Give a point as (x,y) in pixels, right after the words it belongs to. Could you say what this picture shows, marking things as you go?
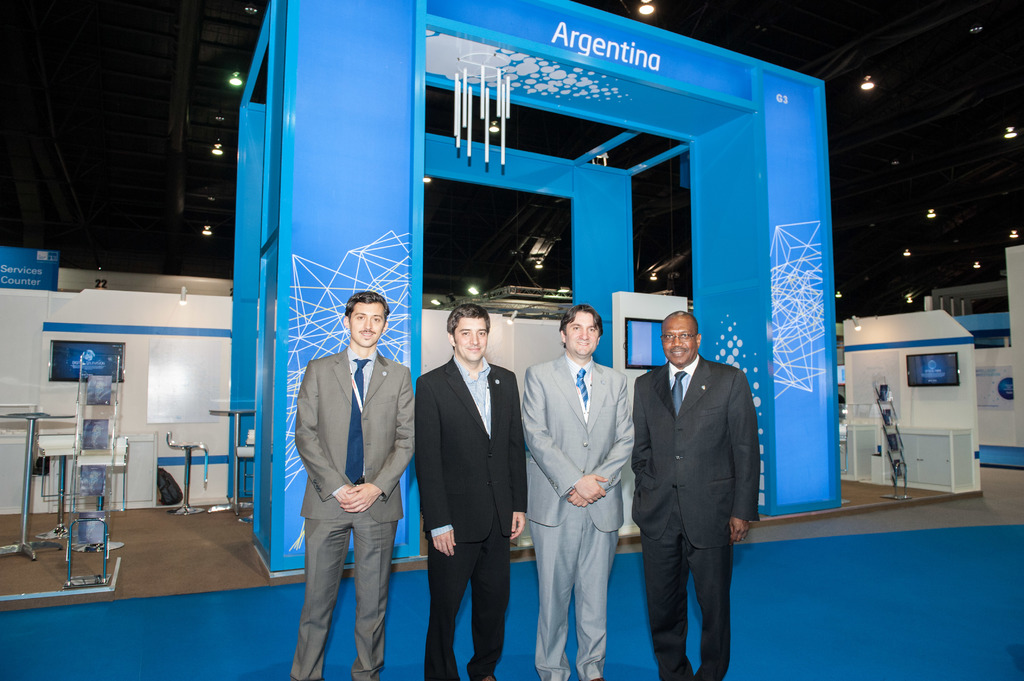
In the middle (495,441) I can see four persons (491,627) are standing on the floor (253,600) in suits (441,612). In the background (285,474) I can see pillars (725,253), metal rods (474,120), hangings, text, machines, tables (241,506), systems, chairs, bag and lights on a rooftop (631,158). This image is taken may be in a hall (812,34).
